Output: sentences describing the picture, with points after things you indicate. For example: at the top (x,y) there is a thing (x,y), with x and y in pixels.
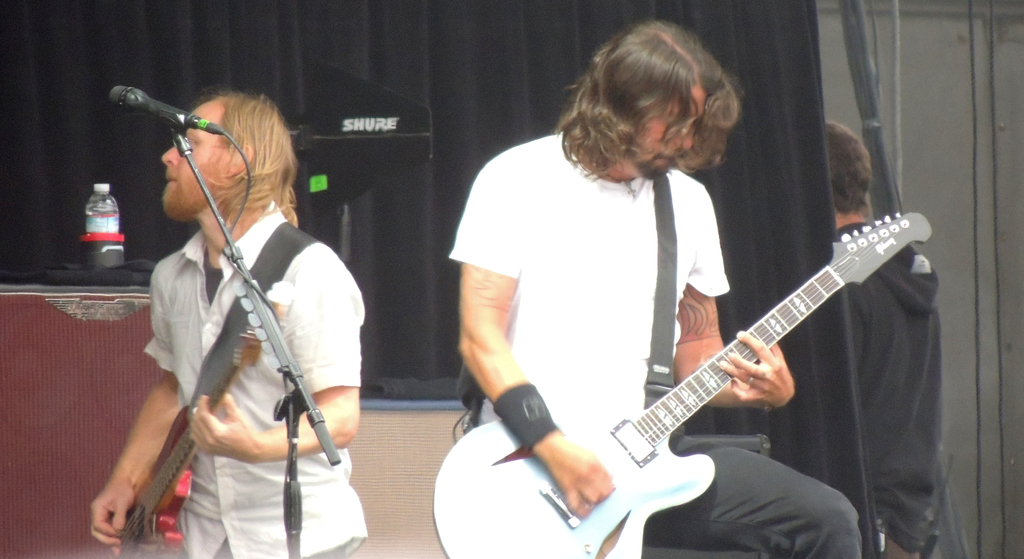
In a picture we can find two persons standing one is holding a guitar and another is also holding a guitar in front of microphone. In the background (28,23) there is a curtain (79,49) and behind the curtain (133,67) there's another person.
